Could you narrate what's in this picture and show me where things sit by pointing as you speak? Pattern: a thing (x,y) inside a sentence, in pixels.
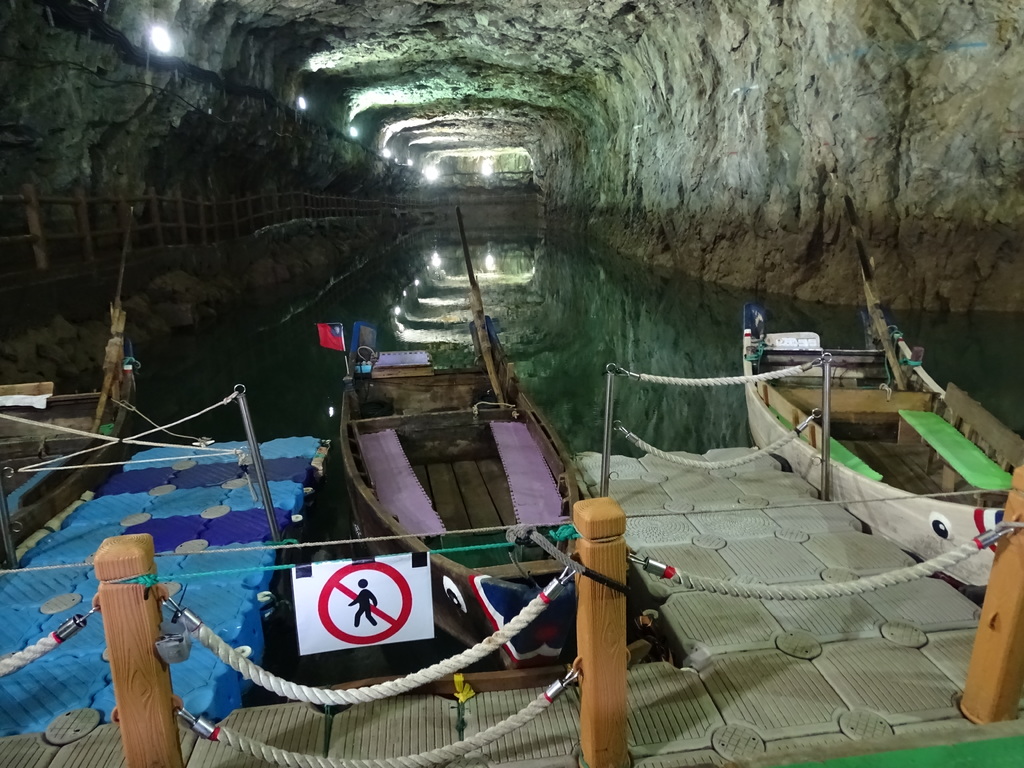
In this image I can see a boat (934,522) which is white, brown and green in color, another boat (97,403) which is brown and blue in color and another boat (361,513) which is brown, pink and green in color. I can see few wooden poles (135,563), few ropes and synthetic surface (190,499) which is blue and white in color. In the background (562,312) I can see the water (549,295), the railing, a tunnel (236,191) and few lights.
